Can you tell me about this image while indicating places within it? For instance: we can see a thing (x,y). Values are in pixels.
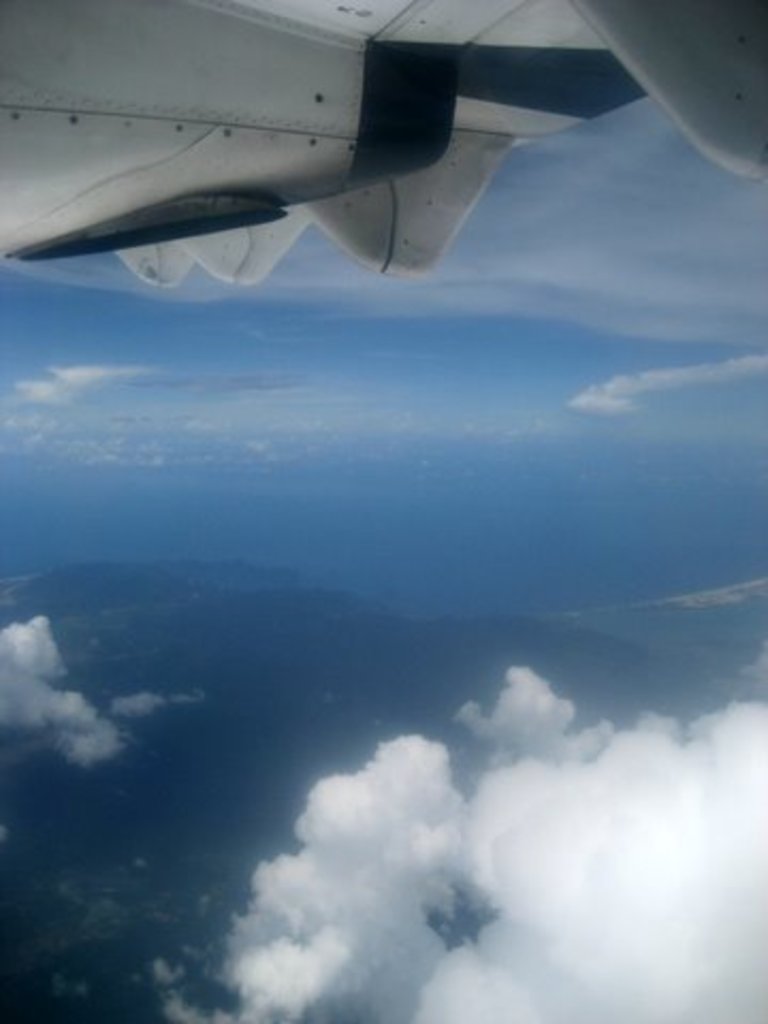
In this image I can see clouds (723,870), the sky (13,354) and on the top side of this image (371,268) I can see a white colour thing (320,202) which looks like an airplane (327,230).
